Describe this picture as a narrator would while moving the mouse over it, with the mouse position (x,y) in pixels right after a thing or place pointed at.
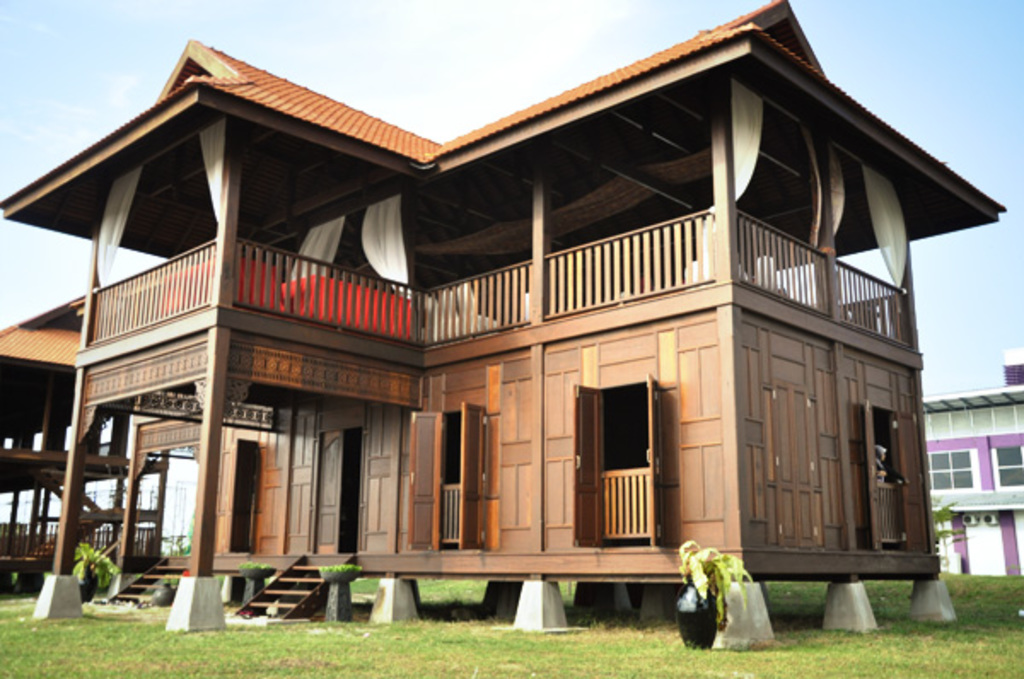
In this image I can see few buildings (523,420), white colour curtains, plants (94,553), grass (609,671) and the sky (46,56) in background (904,123).
